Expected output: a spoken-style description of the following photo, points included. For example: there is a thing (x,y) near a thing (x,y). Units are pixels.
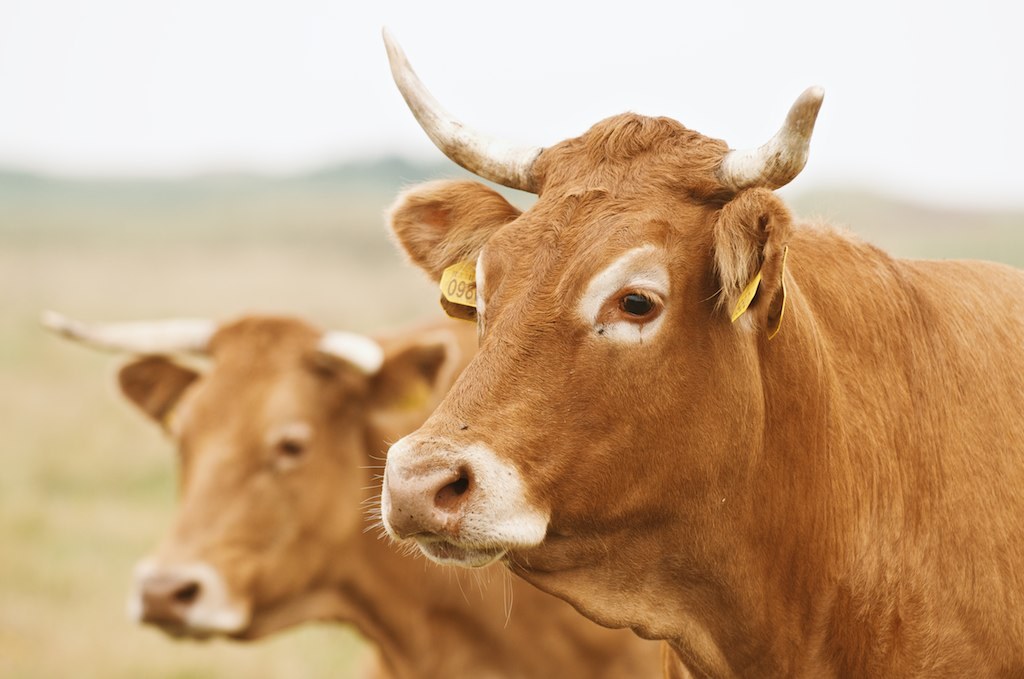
It is a zoomed in picture of two cows (558,481) and the background (286,229) is blurred.
